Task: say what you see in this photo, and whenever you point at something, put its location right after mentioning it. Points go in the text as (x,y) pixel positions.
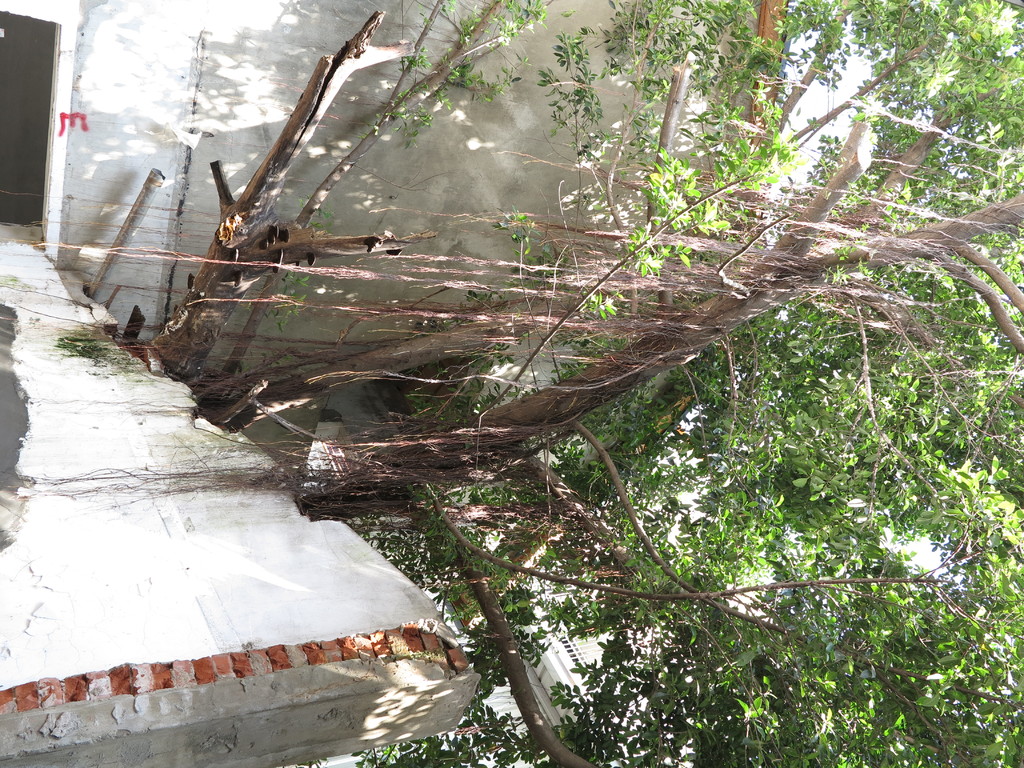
In this image I can see trees (701,626) in green color. Background (89,4) I can see a building (237,150) in white color.
